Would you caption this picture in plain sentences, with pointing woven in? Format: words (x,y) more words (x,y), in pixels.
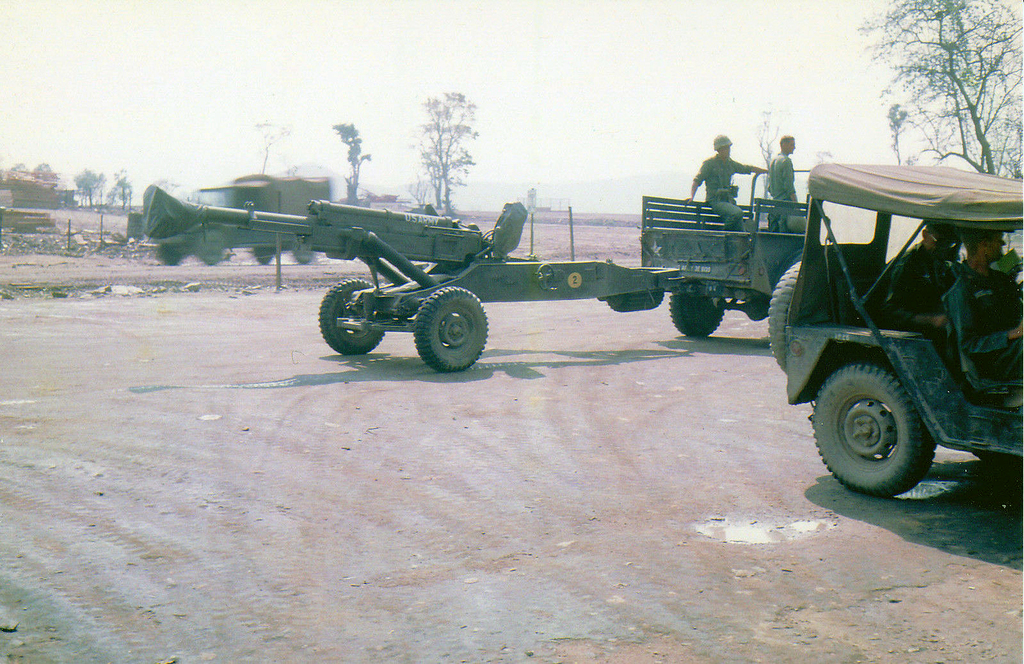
In the picture we can see some vehicles (702,322) which are moving on road (651,349) in which there are some persons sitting and in the background of the picture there are some trees (88,193) and top of the picture (342,91) there is clear sky (322,92).
